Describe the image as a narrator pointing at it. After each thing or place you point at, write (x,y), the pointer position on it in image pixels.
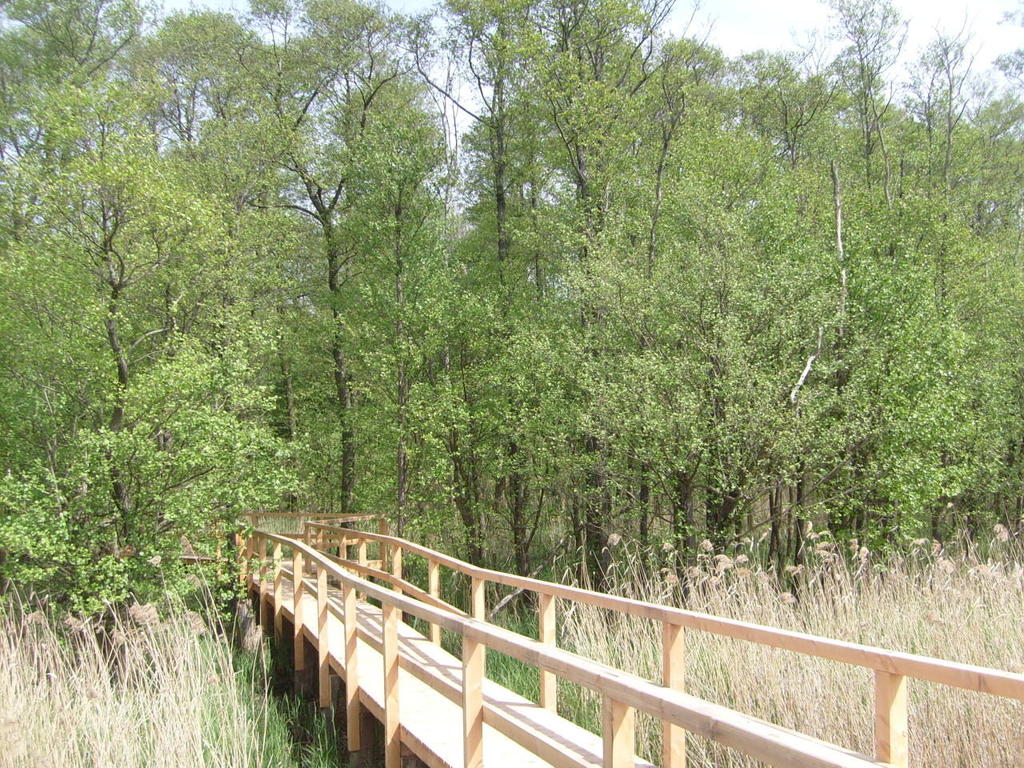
In this image we can see the wooden bridge (380,524), there are trees (807,405), grass (868,620), plants (857,557), also we can see the sky (796,1).
